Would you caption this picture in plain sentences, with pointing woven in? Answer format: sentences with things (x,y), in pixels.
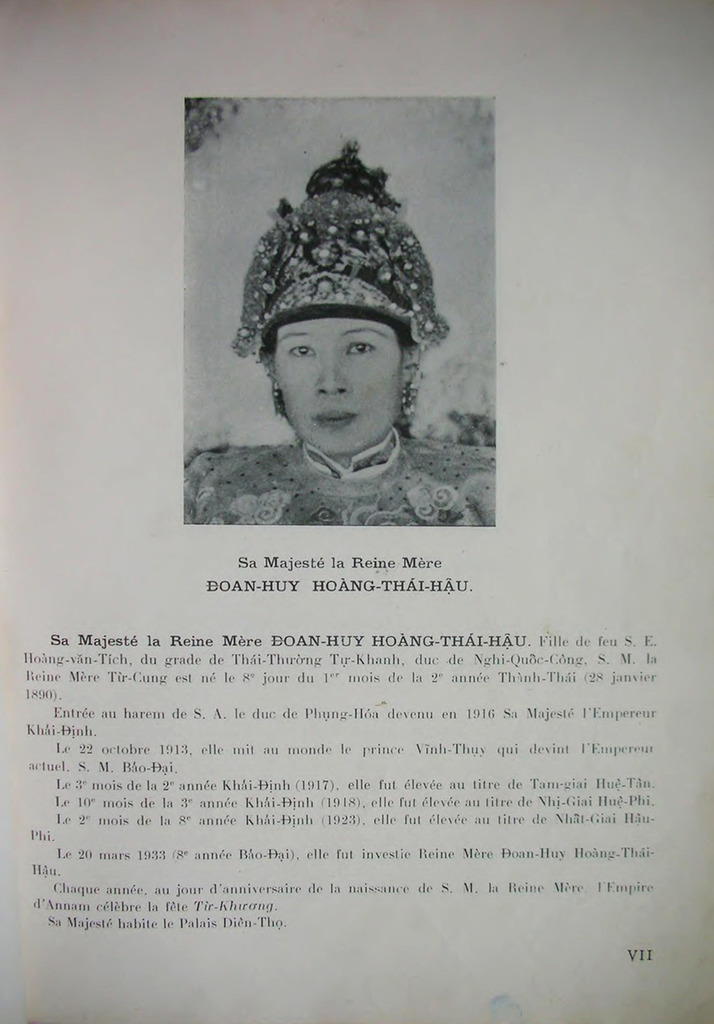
In the center of the image (281,353) we can see womans face (283,369). At the bottom (329,715) there is text (593,778).
